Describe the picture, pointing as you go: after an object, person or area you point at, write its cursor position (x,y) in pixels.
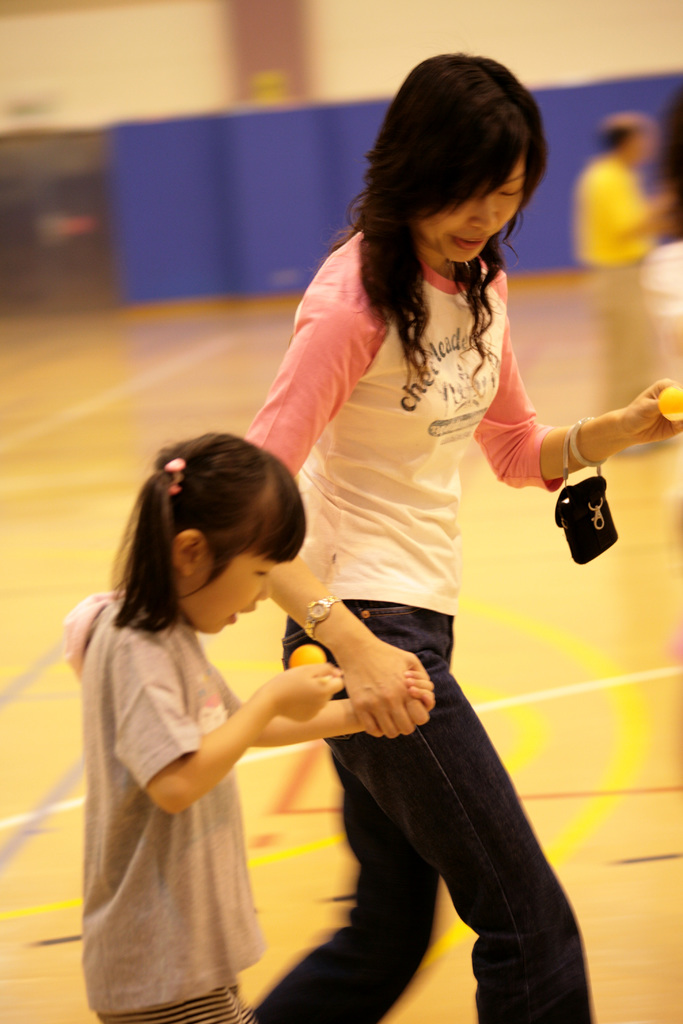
In this picture there is a woman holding the object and she is walking and there is a girl (193,834) holding the object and she is walking. At the back (666,60) there is a man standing and there is a wall (153,91). At the bottom (20,961) there is a floor (108,538).
